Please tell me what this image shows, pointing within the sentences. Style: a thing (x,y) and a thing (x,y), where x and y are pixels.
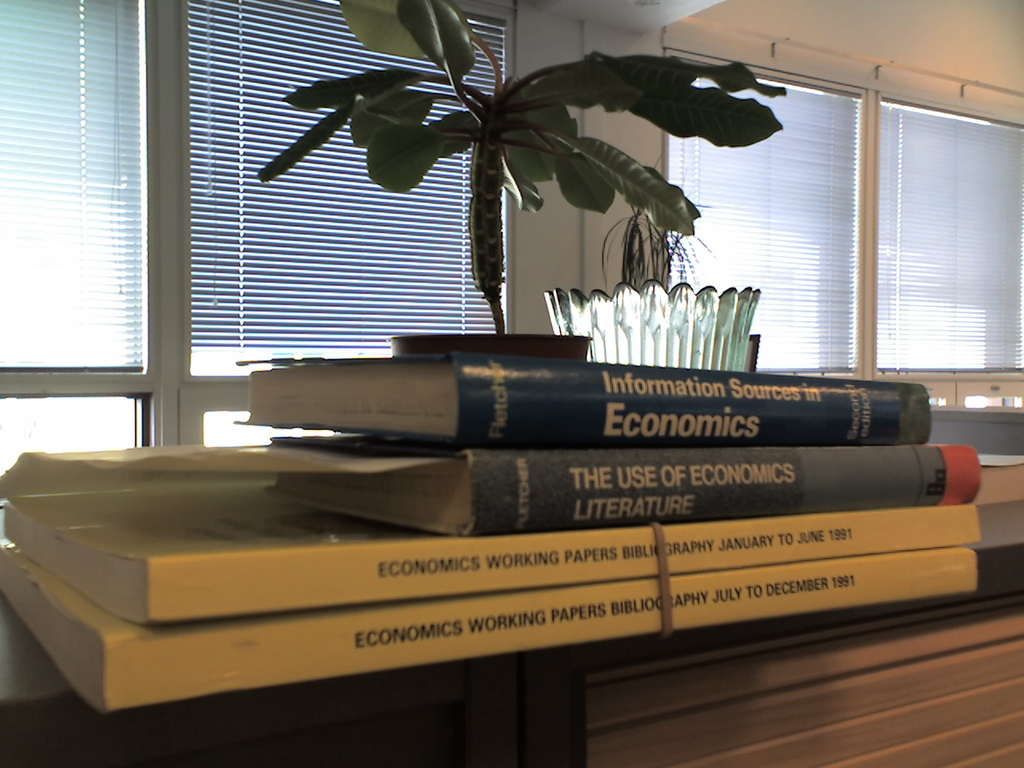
In the image in the center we can see one table (545,660) and drawer (949,674). On table (47,722), we can see books (658,425), vase (664,333) and plant (688,221). In the background (846,147) we can see wall (556,192), window blinds (293,199) and few other objects (895,64).
